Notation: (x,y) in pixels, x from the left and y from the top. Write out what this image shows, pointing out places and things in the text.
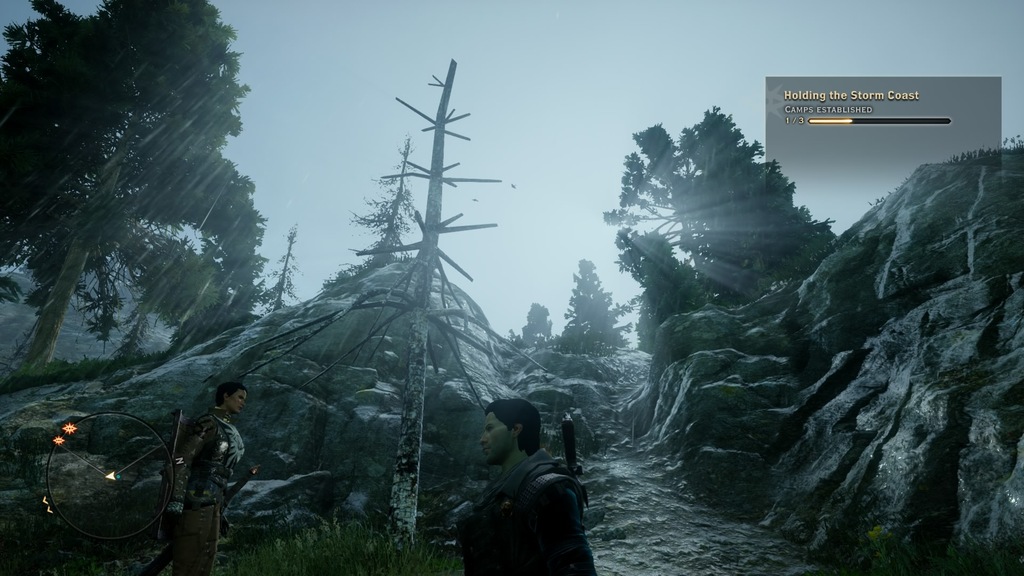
This is an animated picture. In this picture we can see the sky (615,26), hills (940,396), dead tree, people (541,530) and few objects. At the bottom portion of the picture (418,568) we can see a plant (378,569). On the right side of the picture (980,81) we can see some information (775,82).
